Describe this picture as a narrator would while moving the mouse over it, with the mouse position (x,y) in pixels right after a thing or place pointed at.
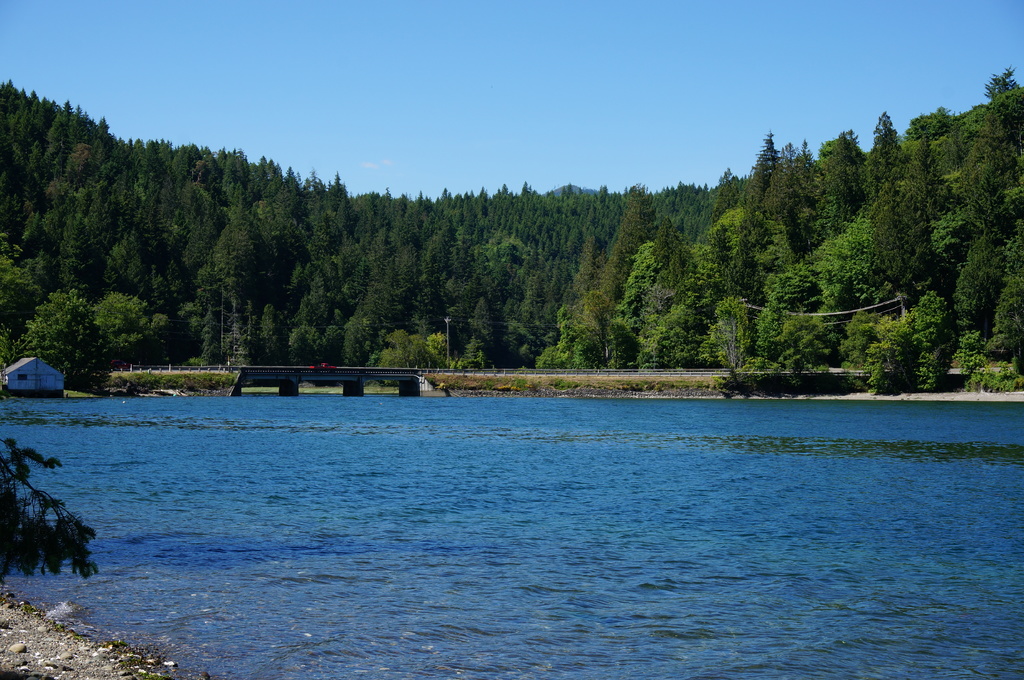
In this picture I can see trees (645,325), a bridge (294,378) and water (616,568). On the left side (61,371) I can see a house (42,363). In the background (473,79) I can see the sky (473,79).
